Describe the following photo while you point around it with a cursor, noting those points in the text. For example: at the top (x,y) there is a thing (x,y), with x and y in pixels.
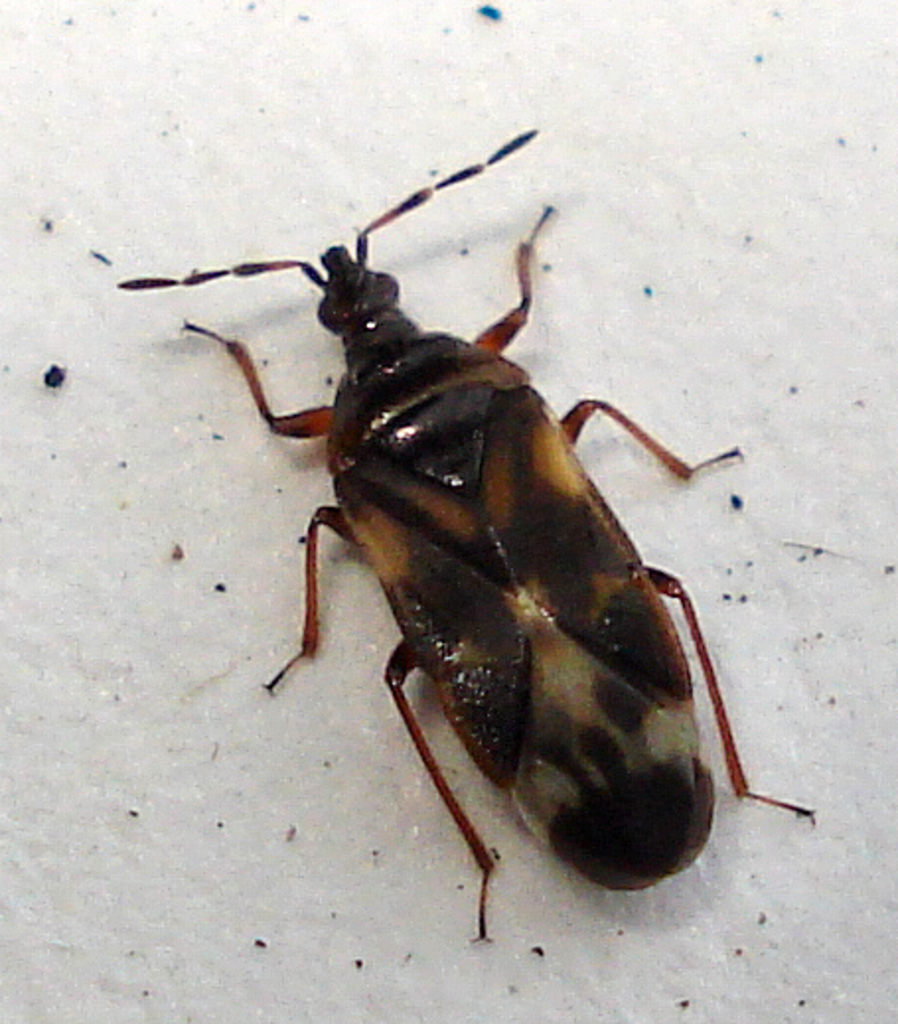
In this image we can see an insect (556,466) on the surface (297,605).
